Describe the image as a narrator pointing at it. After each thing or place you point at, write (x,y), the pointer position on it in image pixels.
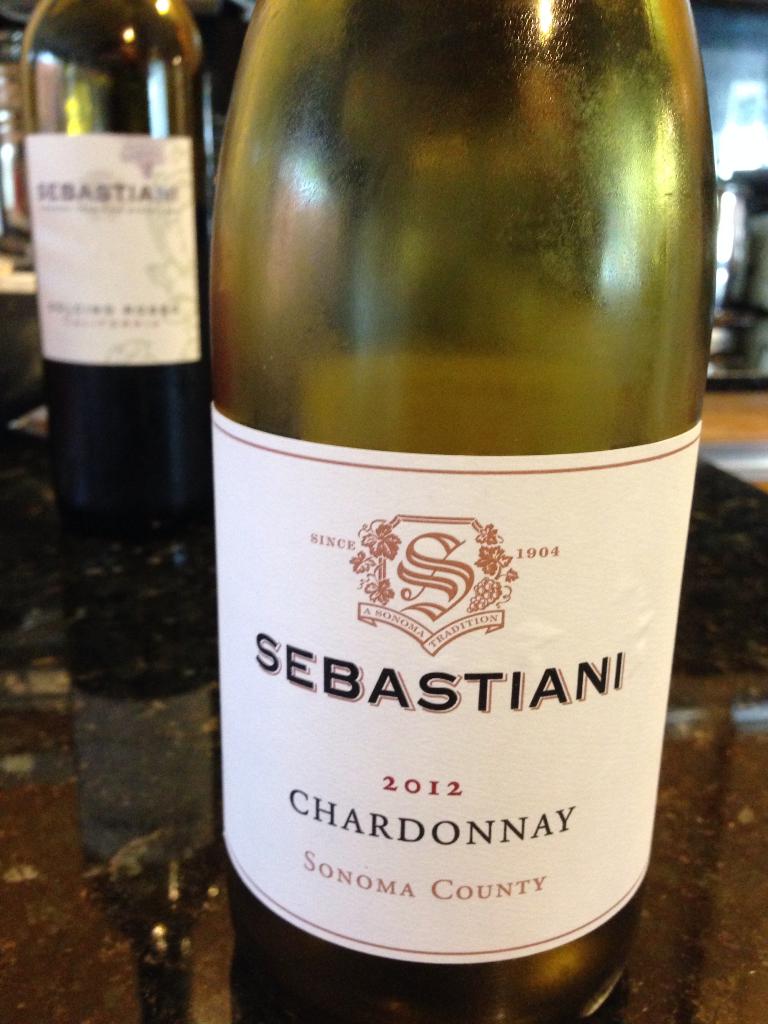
We can see two bottles (347,118) on the table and we can see white color stickers (268,451) on these bottles (218,426).
